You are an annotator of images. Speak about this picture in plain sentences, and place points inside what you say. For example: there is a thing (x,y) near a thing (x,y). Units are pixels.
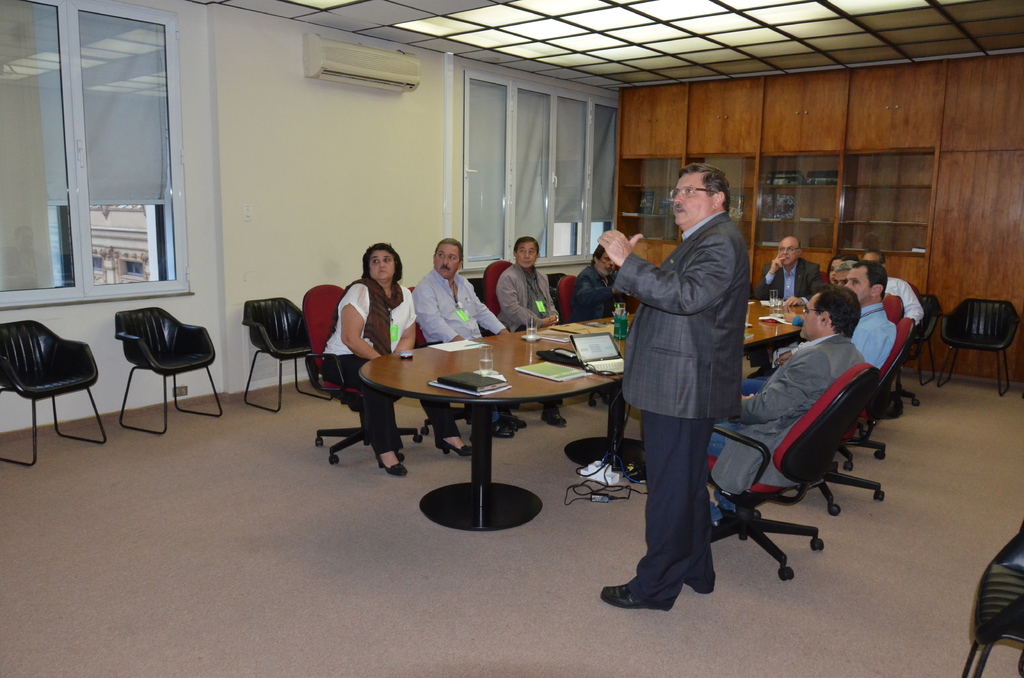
In this image I can see people (904,294) where one man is standing and rest all are sitting. I can also see number of chairs (34,396) and here a table (519,386). On this table (539,384) I can see few books (454,381) and few glasses (484,367).
